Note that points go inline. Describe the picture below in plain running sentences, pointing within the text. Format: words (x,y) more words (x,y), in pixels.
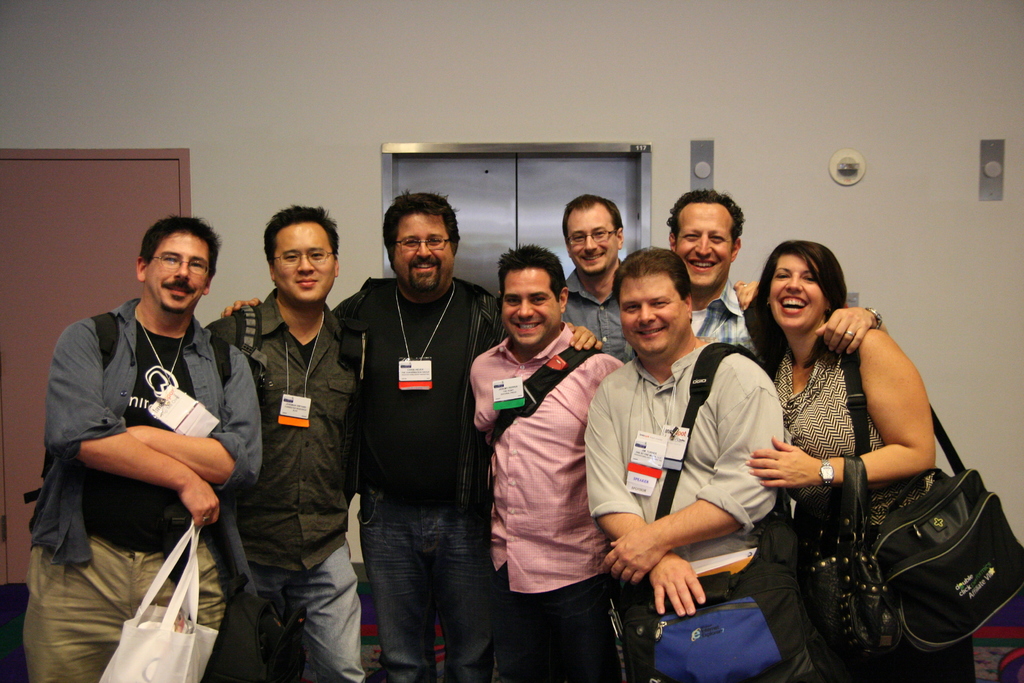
In this image, we can see people (693,514) wearing id cards (672,431) and bags (753,604). In the background (233,101), there is wall (839,128).
